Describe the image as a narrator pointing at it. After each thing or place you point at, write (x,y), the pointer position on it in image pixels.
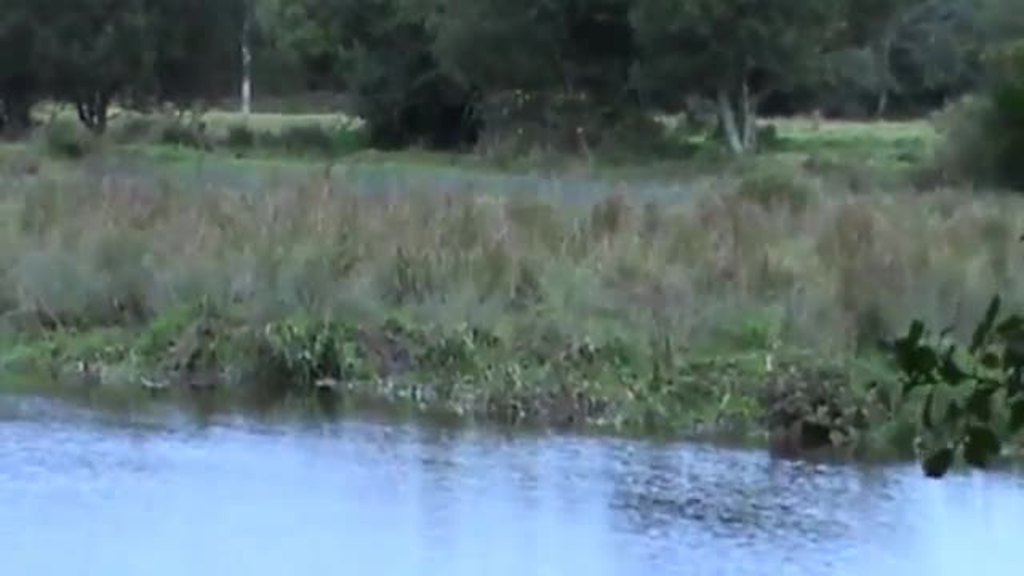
This is an outside view. At the bottom (350,499), I can see the water (159,390). In the middle of the image (459,288) there are plants (212,236). In the background (396,80) there are many trees (266,76).
